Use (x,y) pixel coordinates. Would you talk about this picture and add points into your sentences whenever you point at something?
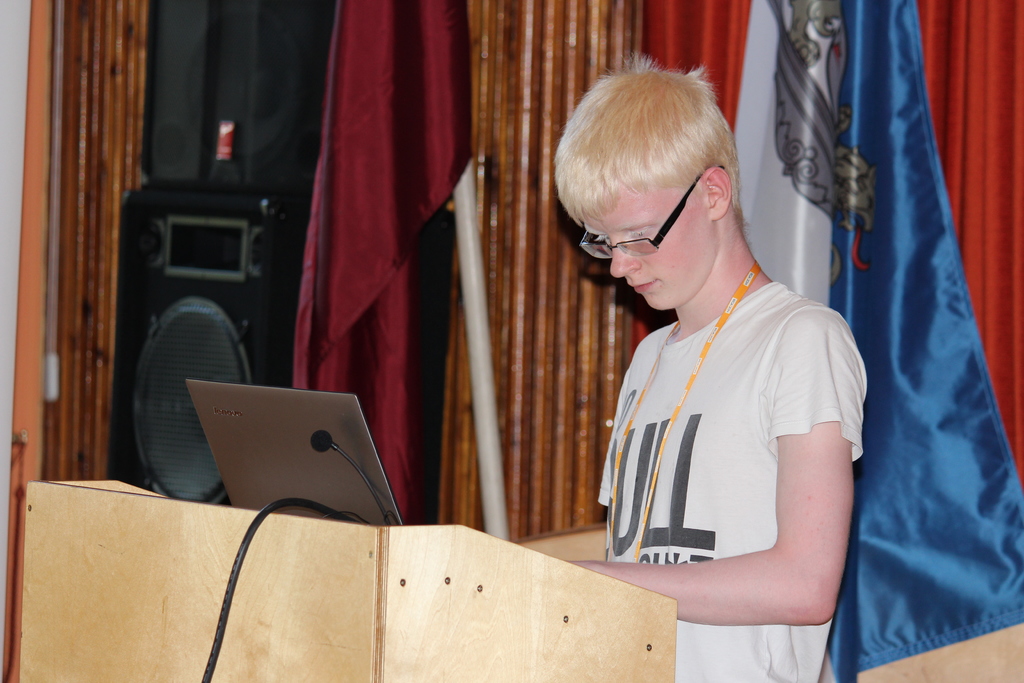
In this image we can see a man (728,392) standing beside a speaker stand (432,624) containing a laptop (343,496), wire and a mic (374,499) on it. On the backside (943,257) we can see the flags (901,296), a speaker box (242,353), a pole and some curtains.
